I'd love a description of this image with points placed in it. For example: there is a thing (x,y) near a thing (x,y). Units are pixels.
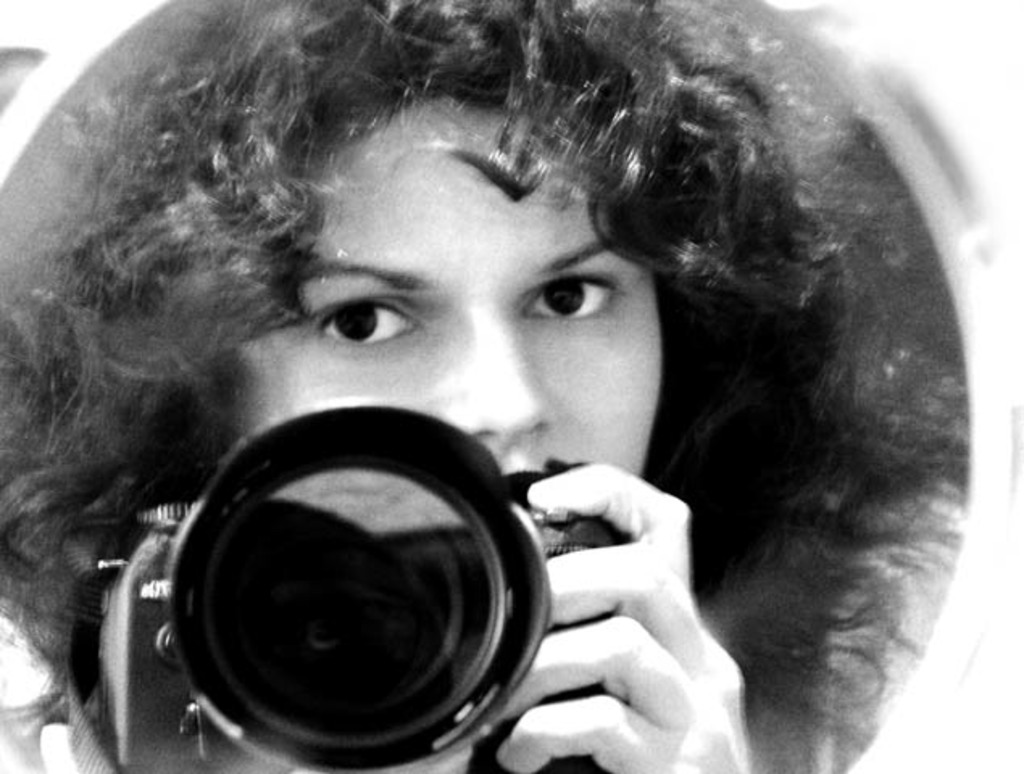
This is a black and white image. A person (640,509) is holding a camera (347,569).
